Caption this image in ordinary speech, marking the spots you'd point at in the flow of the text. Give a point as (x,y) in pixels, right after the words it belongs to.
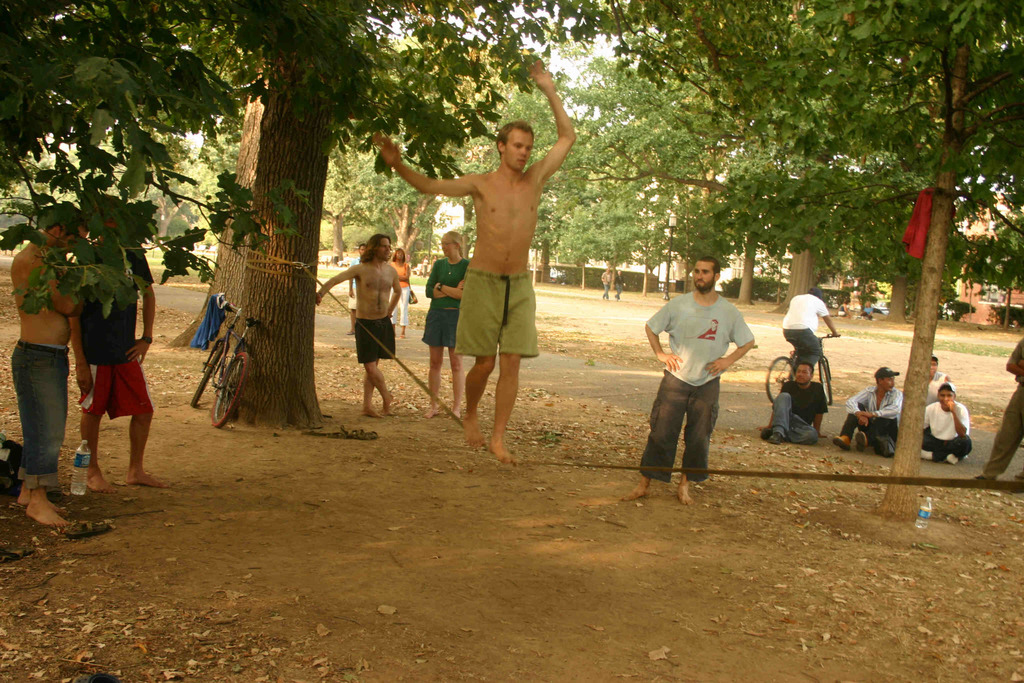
In this image I can see number of people (506,402) where one man (514,123) is standing on a rope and another one is cycling a cycle (783,365). Also I can see number of trees (606,206) and a bicycle (227,406) over here.
